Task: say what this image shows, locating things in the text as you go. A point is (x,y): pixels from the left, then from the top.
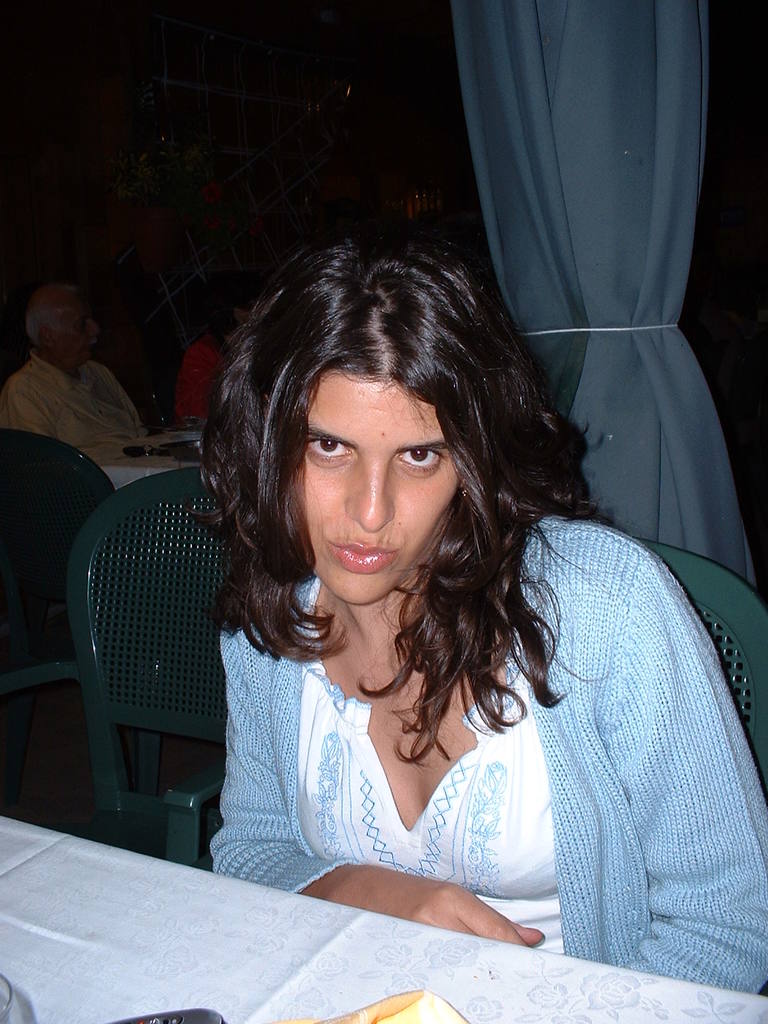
This picture is mainly highlighted with a woman (347,590). She is wearing a blue sweater (641,770) and she is sitting on a chair (724,590) in front of a table (377,959). We can see a pout (360,551) on her face (366,570). On the background of the picture (643,295) we can see a blue curtain (600,295) and few persons (103,388) sitting on a chair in front of a table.
